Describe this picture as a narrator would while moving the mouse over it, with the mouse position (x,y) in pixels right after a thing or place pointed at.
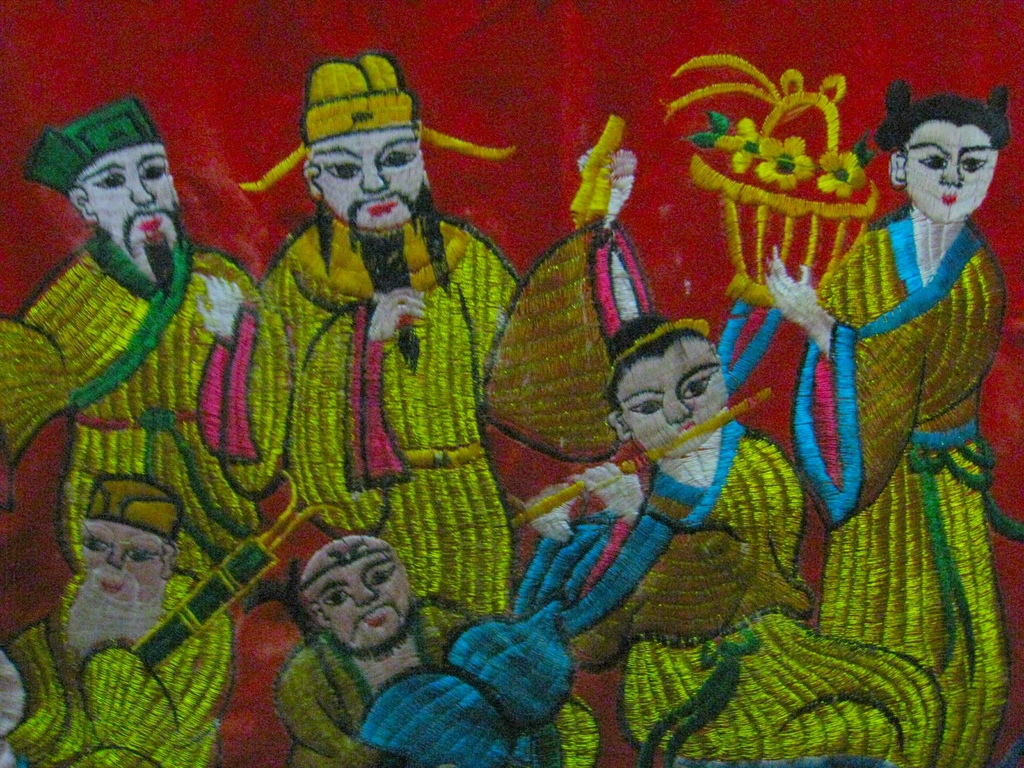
In this image we can see the art (419,438) of a group of people (234,338) on a cloth (550,267). One woman (901,278) is holding a basket (822,226) in her hand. One person (700,636) is holding a flute (703,430) in his hands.
